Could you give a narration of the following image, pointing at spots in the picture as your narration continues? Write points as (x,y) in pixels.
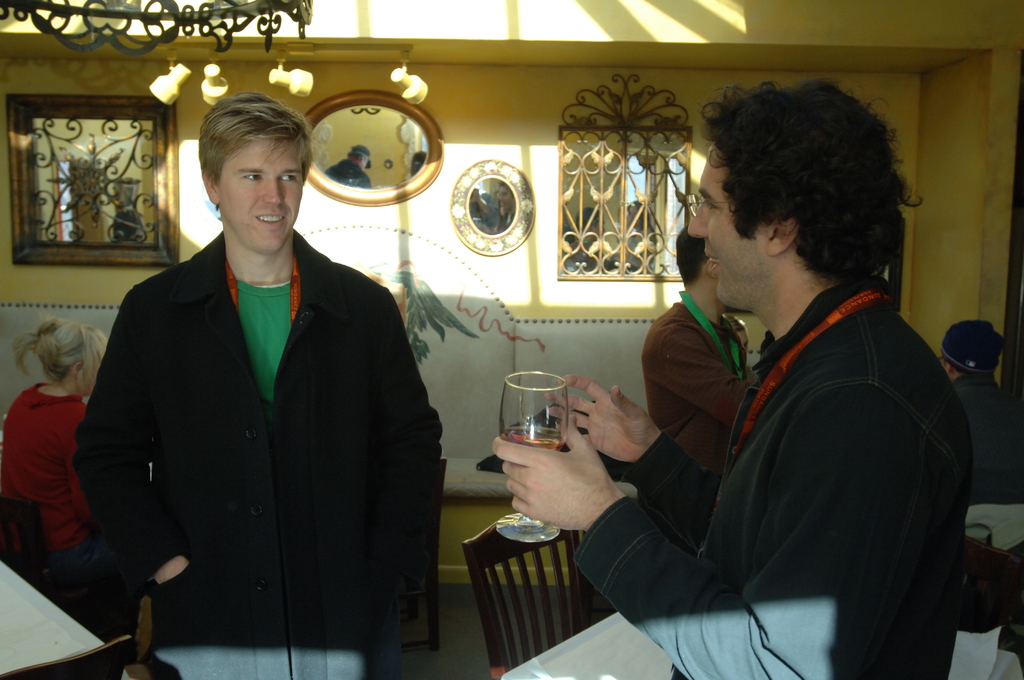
On the left side (284,330), there is a person (340,374) in black color jacket (349,276) standing and smiling near a chair (112,661) and table (36,595). On the right side (912,473), there is a person (912,473) holding a glass (540,441) which is filled with a drink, smiling and standing near a chair (499,600) and glass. In the background (1016,469), there are other persons (688,378), some of them are sitting on chairs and one is standing, there are mirrors (69,123) attached to the wall (538,180) and other objects (685,176).
